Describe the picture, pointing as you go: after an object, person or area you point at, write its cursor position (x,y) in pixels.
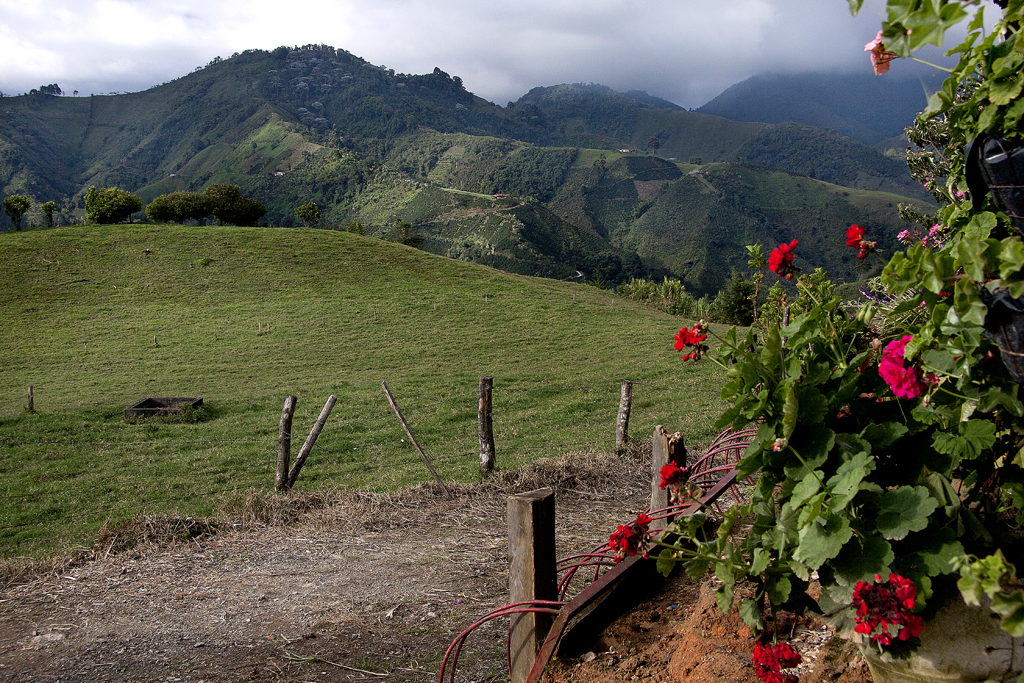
In the image we can see the flower plants (691,520), wooden poles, and grass (300,281). Here we can see hills (332,179), trees (398,178), clouds (705,79) and the sky (169,31).
